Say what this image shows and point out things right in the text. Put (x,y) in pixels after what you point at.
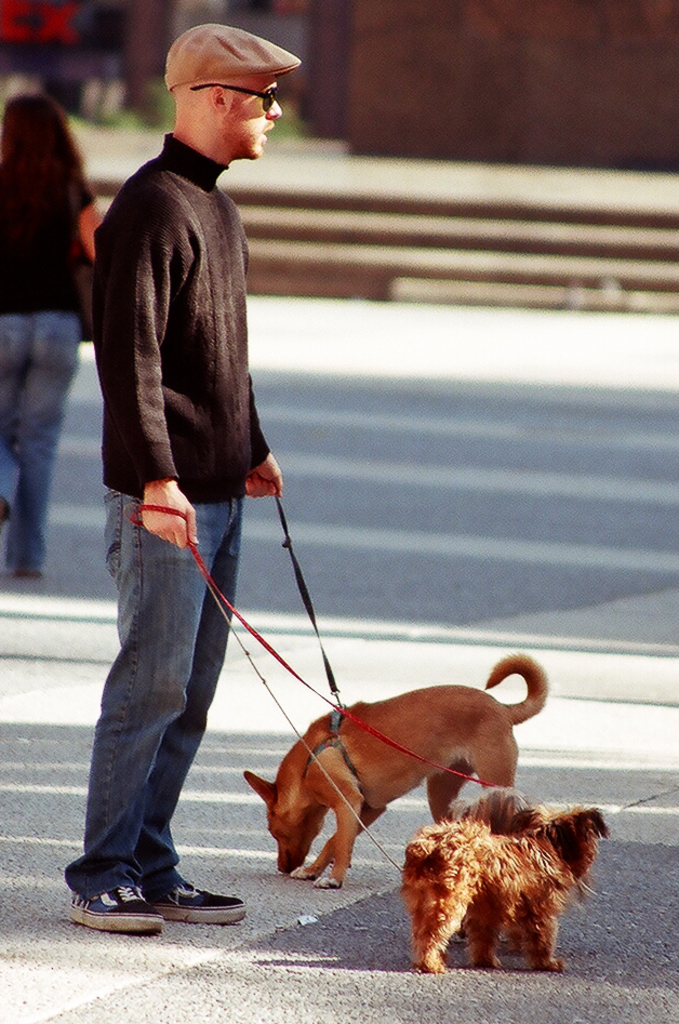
In this picture, In the left side (178,576) there is a man (159,473) he is standing and holding two dogs (485,834) which are in yellow color, In the background (16,257) there is a woman (37,395) she is walking and there are some stairs (385,257) in brown color.
